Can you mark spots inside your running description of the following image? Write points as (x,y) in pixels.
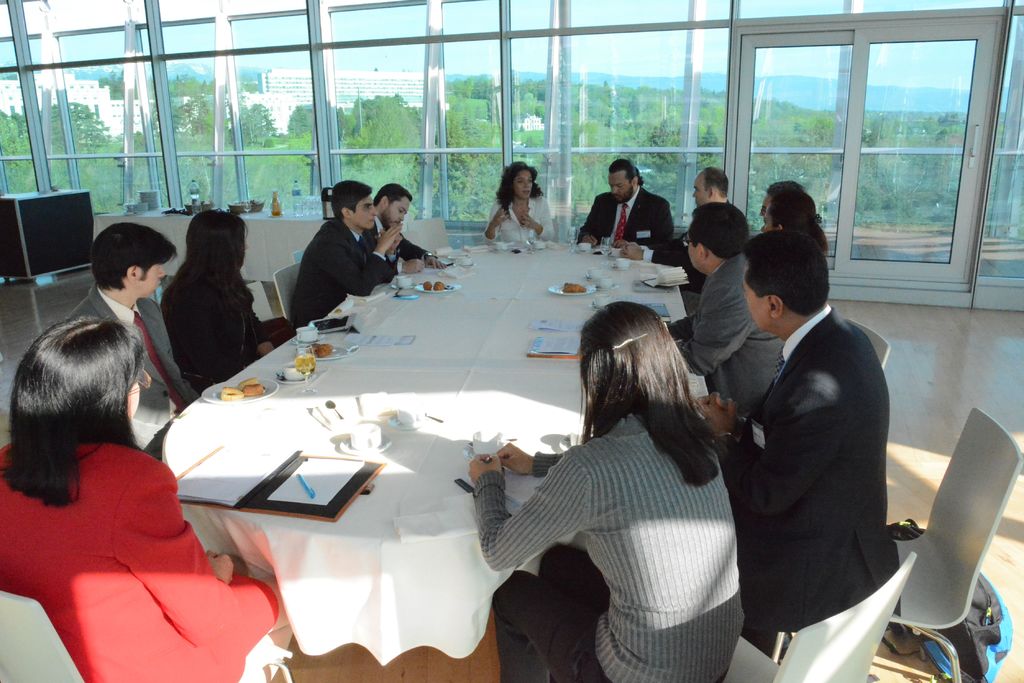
A group of people (27,359) sitting on the chairs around a table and talking about something here it's a glass window (592,129) outside this there are trees (405,116), buildings (376,90), sky (604,41).
